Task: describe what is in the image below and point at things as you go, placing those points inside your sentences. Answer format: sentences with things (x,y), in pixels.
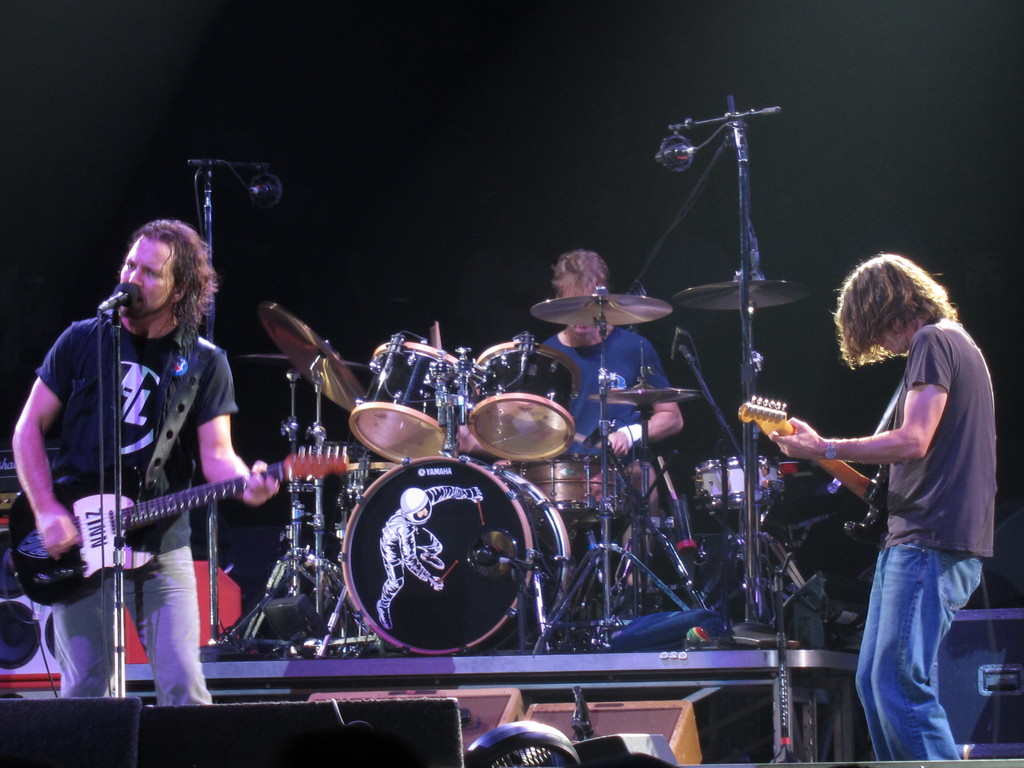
There are three people (908,357) playing musical instruments (389,528). On the left hand side (146,580), the person (144,598) is holding a guitar (109,533) and singing. In the background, there are drums (461,469). And background (309,125) is in dark color.
